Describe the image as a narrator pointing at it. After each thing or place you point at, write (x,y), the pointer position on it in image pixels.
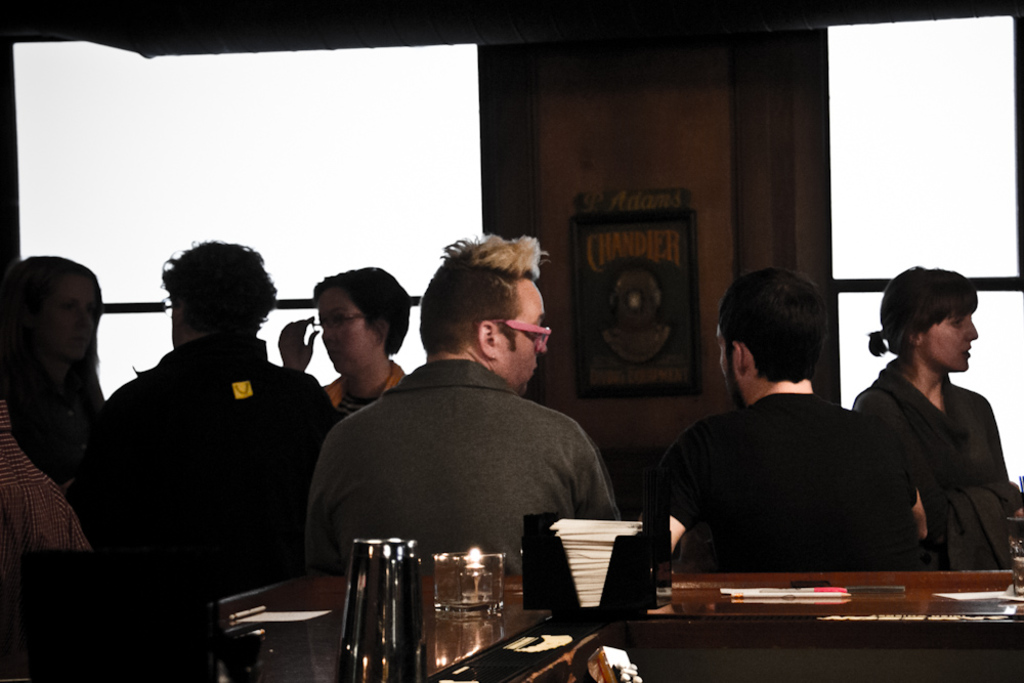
In this image I see few people (31,512) and on the table (999,672) I see few things (617,536) on it, In the background (543,205) I see the wall (710,190) and there is a photo frame (586,291) on it.
